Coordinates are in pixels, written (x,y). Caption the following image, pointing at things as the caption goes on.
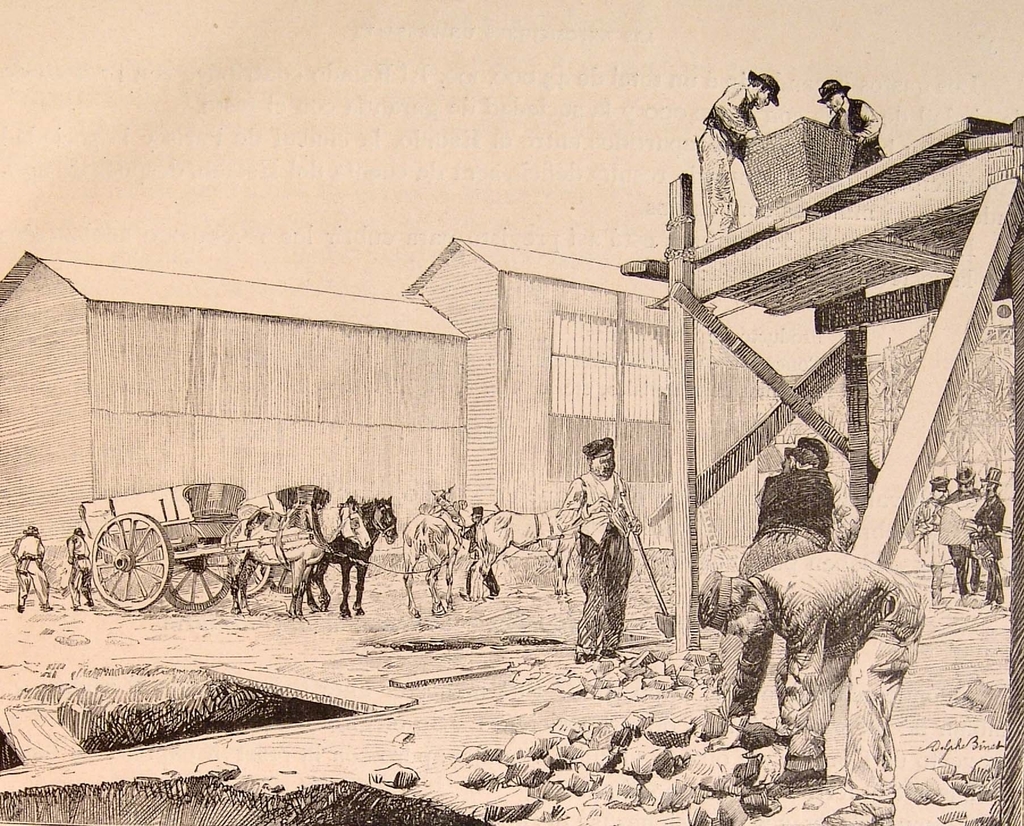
In this picture we can see a drawing (531,776) of stones (639,750) on the ground (561,627), people (589,525), horse cart (196,559), animals (421,536), building (554,440), wooden planks (367,699) and some objects (772,184).
